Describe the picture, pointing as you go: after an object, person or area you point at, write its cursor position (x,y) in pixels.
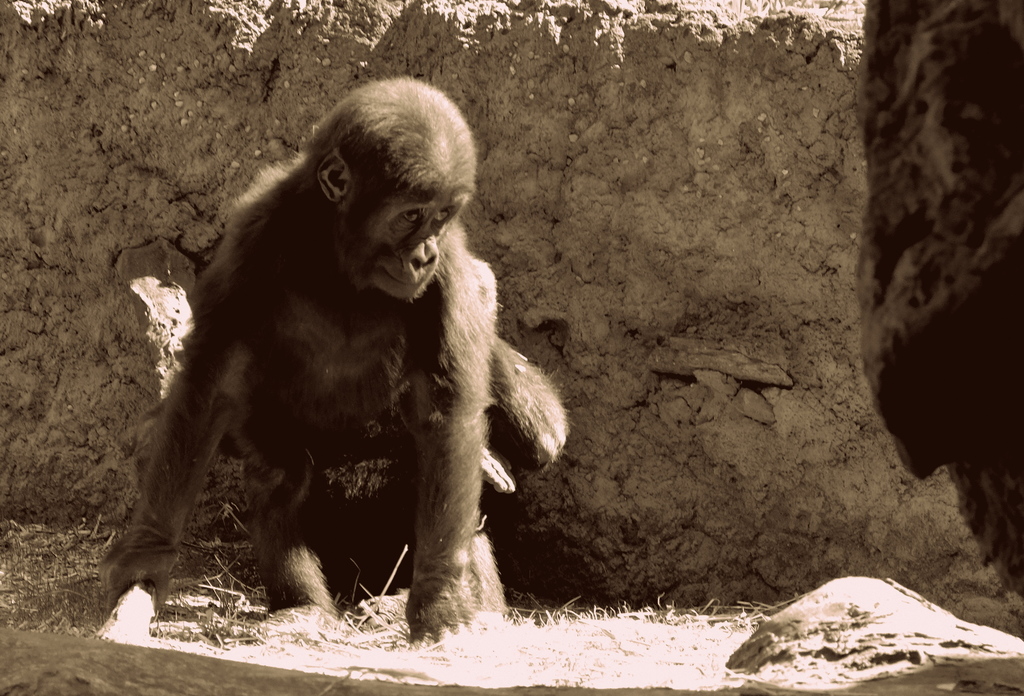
This is a black and white image. In this image we can see a monkey (379,356) on the ground (254,581).
